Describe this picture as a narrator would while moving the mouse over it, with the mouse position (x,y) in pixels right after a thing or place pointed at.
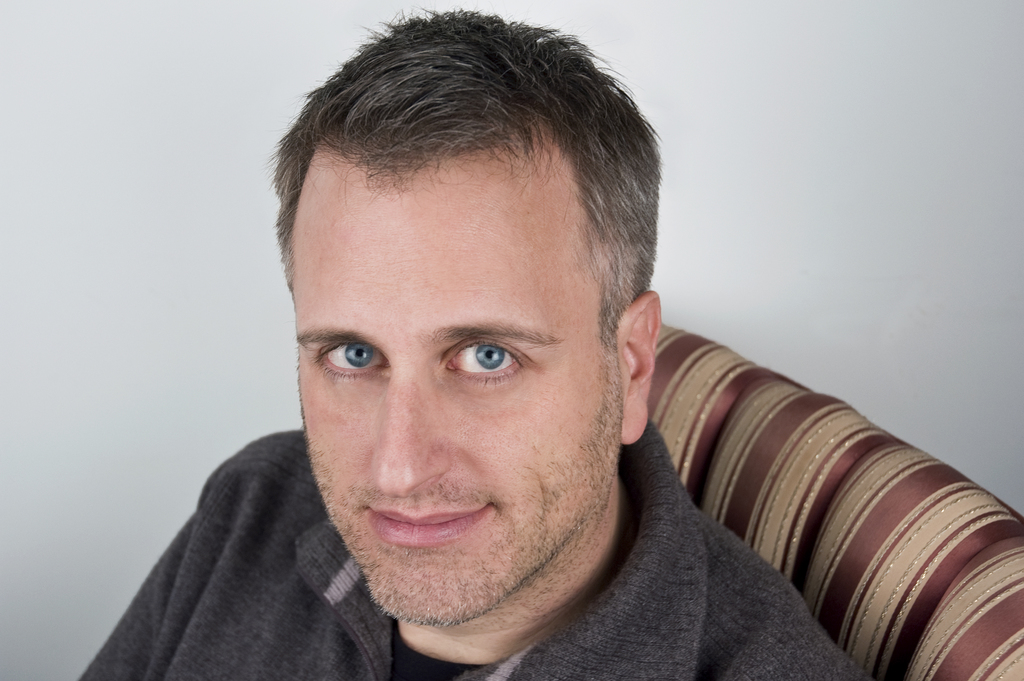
In this picture, we see a man (317,595) in the black jacket (327,619) is sitting on the chair (746,528) or a sofa (800,527). He is smiling and he might be posing for the photo. In the background (137,243), it is white in color and it might be a white wall (204,315).
